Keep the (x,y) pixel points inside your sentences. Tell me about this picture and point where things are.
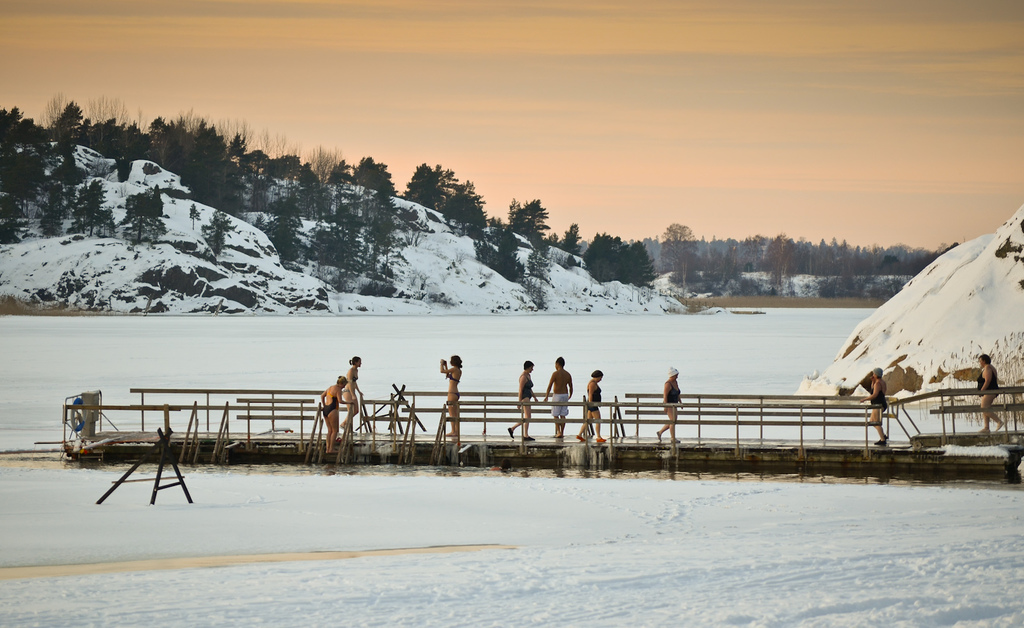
In this image, we can see some persons (528,405) wearing clothes (338,410) and standing on the dock (485,438). There is a hill (470,266) in the middle of the image (467,261). There is a sky (479,78) at the top of the image (493,44).
